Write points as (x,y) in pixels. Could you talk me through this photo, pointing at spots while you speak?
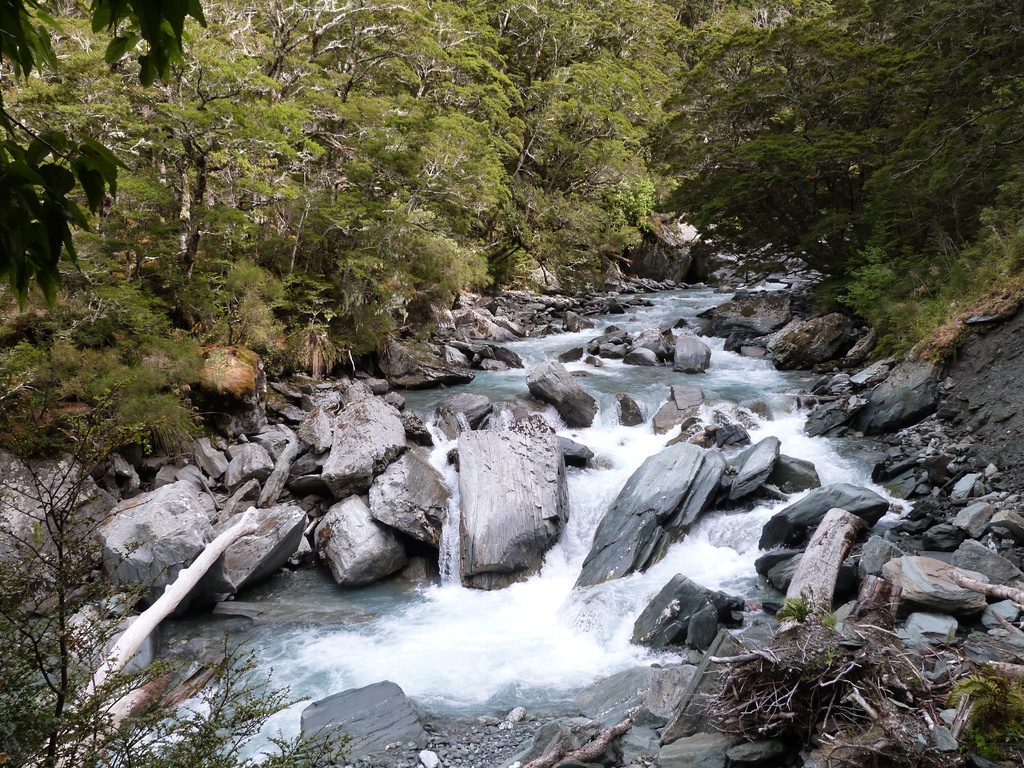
As we can see in the image there are rocks (21,491), water (449,565), plants (222,708) and trees (441,33).
